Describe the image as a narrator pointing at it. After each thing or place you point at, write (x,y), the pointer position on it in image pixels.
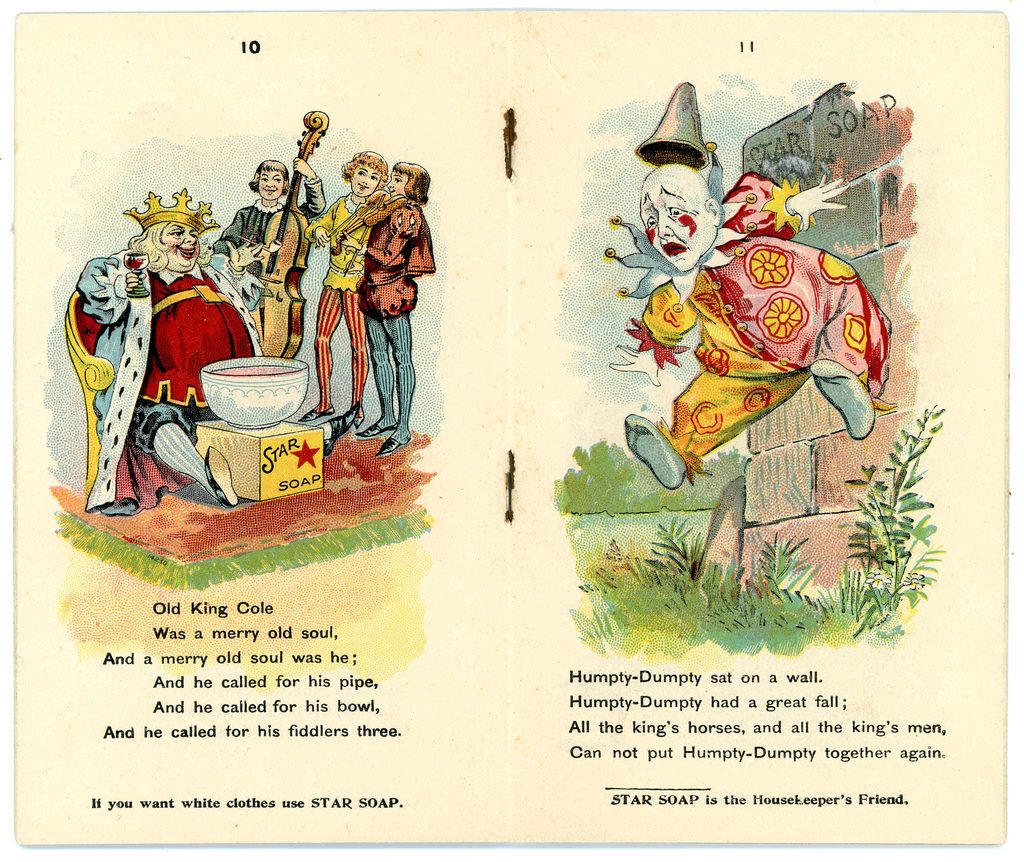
In the center of the image (544,334) there is a book (238,630) and we can see people (182,466) in the center (345,300). There is a bowl (236,414) placed on the stand (313,475). On the right (825,477) there is a wall (826,487) and we can see plants (626,634). At the bottom (727,681) there is text (181,711).
